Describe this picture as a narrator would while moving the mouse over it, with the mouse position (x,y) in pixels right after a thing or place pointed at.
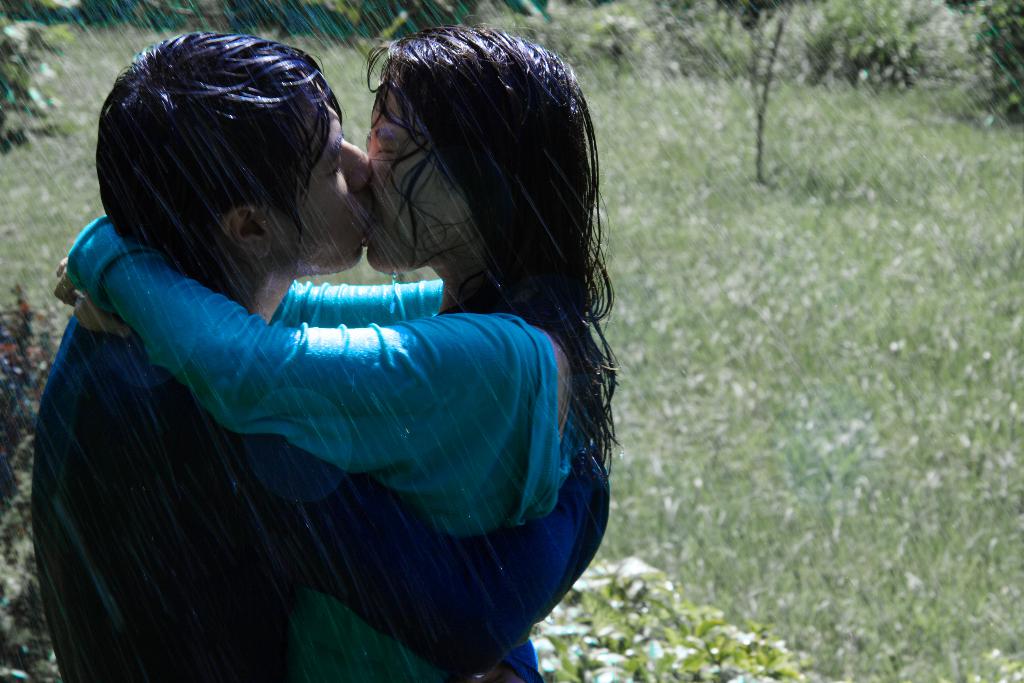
In this image I can see a woman (448,411) wearing blue colored dress (453,388) and a man (202,442) wearing blue colored dress (134,492) are standing and kissing each other. In the background (736,661) I can see few plants (664,658), some grass (760,470) and few trees (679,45).
